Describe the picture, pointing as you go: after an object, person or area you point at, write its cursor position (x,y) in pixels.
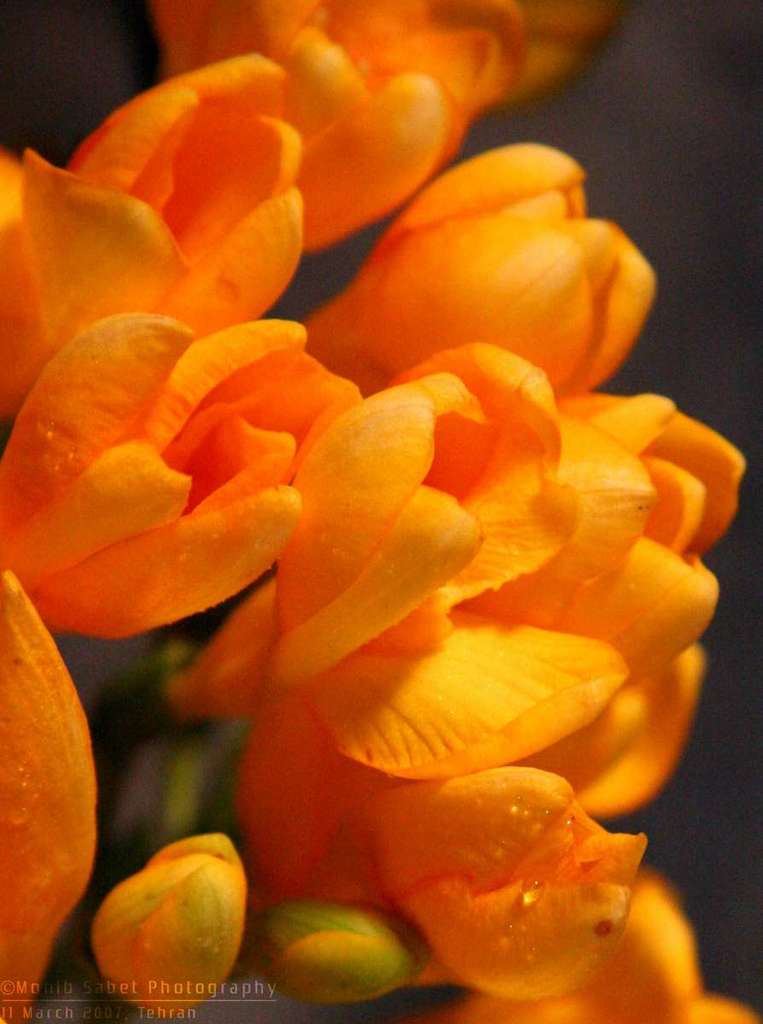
In this image, we can see some flowers (458,652) which are in orange in color. In the background (710,179), we can see black color.
